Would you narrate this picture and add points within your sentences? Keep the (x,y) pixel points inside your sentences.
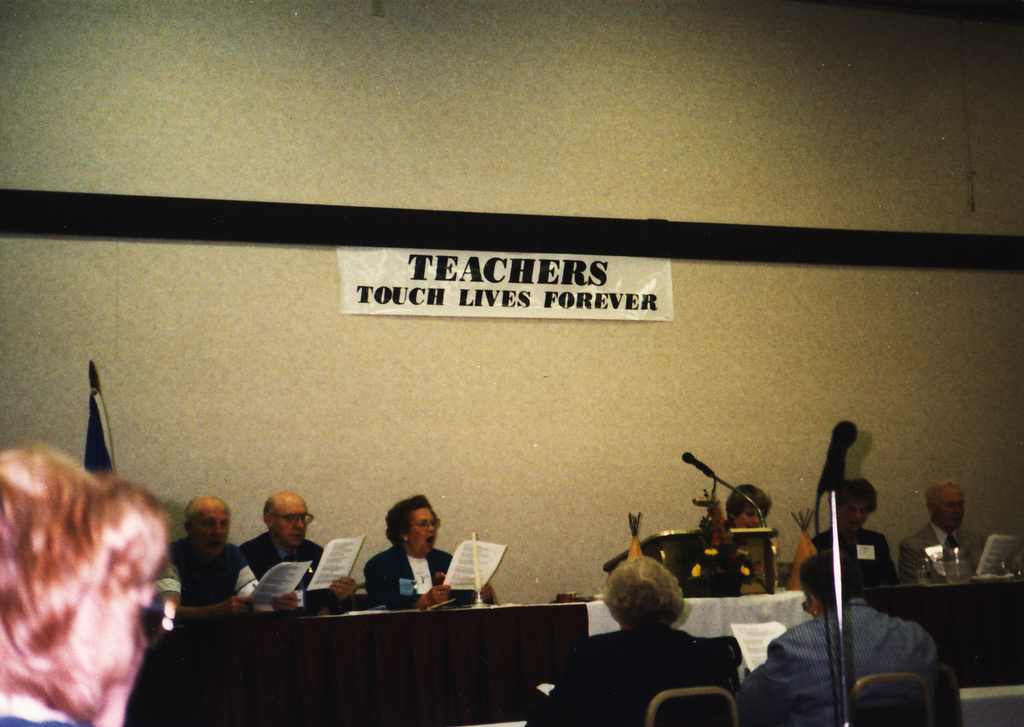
In this picture I can see some people (292,543) are sitting in front of the table (489,624) and holding papers (460,576), some objects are placed on the table (492,639) and mike's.
